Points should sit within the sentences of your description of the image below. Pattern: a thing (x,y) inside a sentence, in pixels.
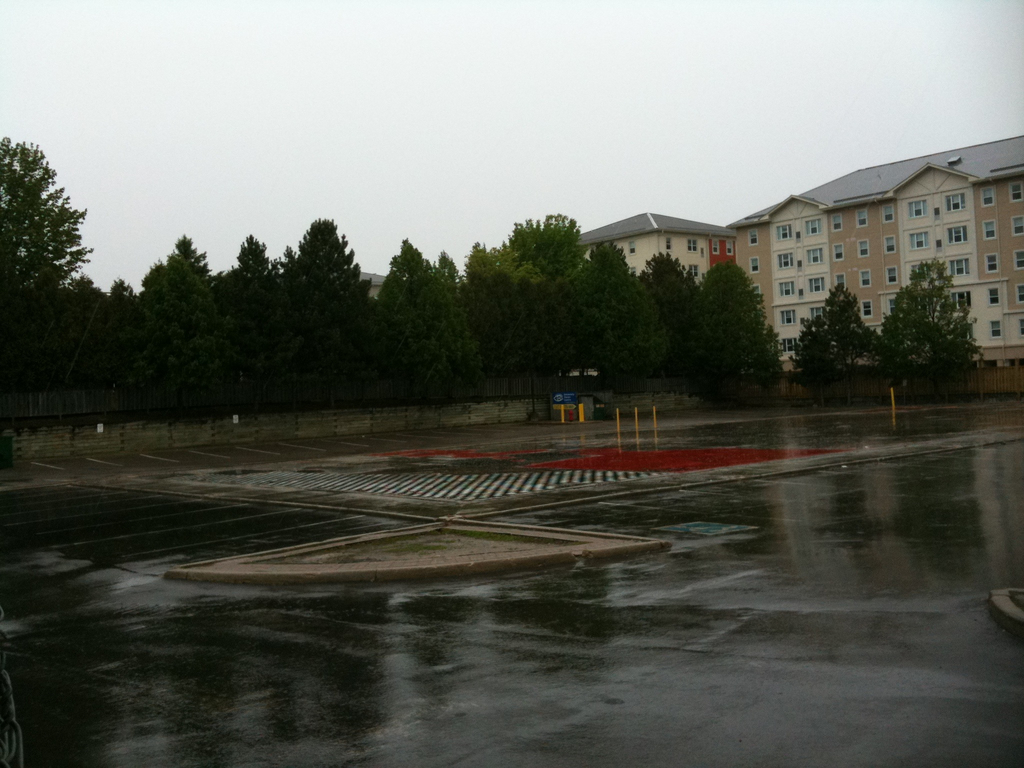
In this image we can see poles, road (5,522) and objects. In the background (633,363) there are trees (544,359), buildings (755,276), windows (714,253) and sky (660,190).
